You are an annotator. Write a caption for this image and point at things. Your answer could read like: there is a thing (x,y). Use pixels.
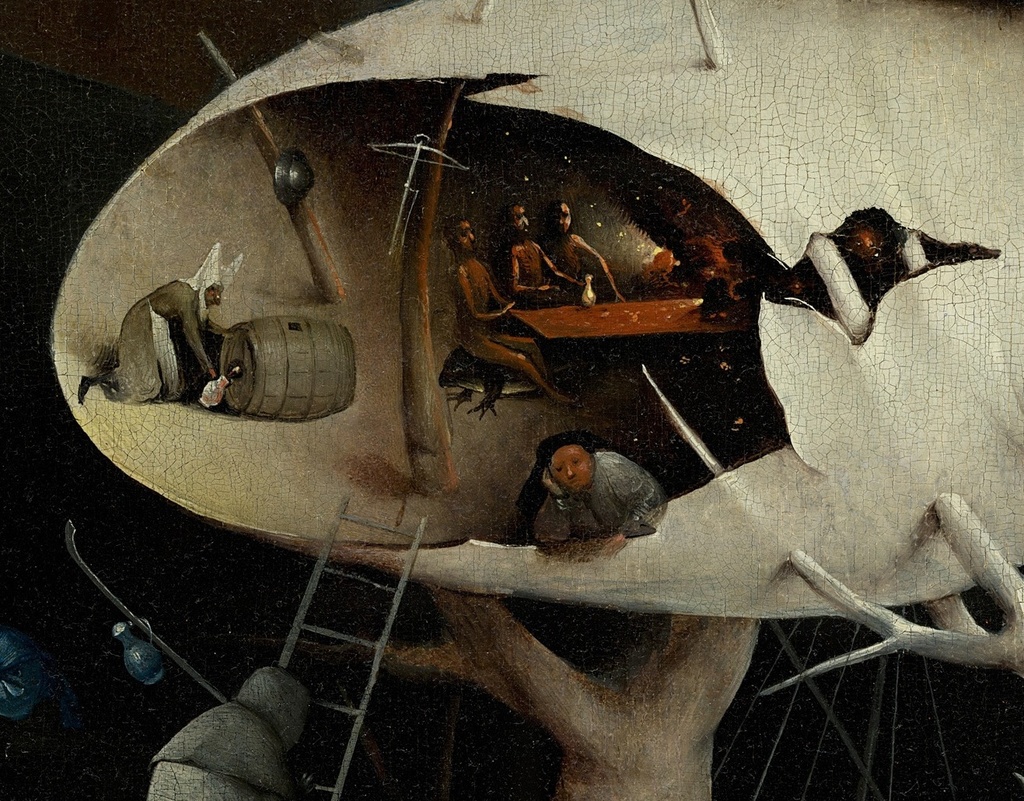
This image is a painting. In the painting there is an egg shell (776,161) on a tree (628,700). Inside the shell (499,420) there are people (540,271) sitting on the benches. To the left (220,321) there is a person (168,350) kneeling on the ground (164,413). In front of the person (163,375) there is a barrel (300,361). At the bottom (246,727) there is a person (276,748) climbing a ladder (341,637). Beside him there is a jar (144,653). The background (120,676) is dark.
